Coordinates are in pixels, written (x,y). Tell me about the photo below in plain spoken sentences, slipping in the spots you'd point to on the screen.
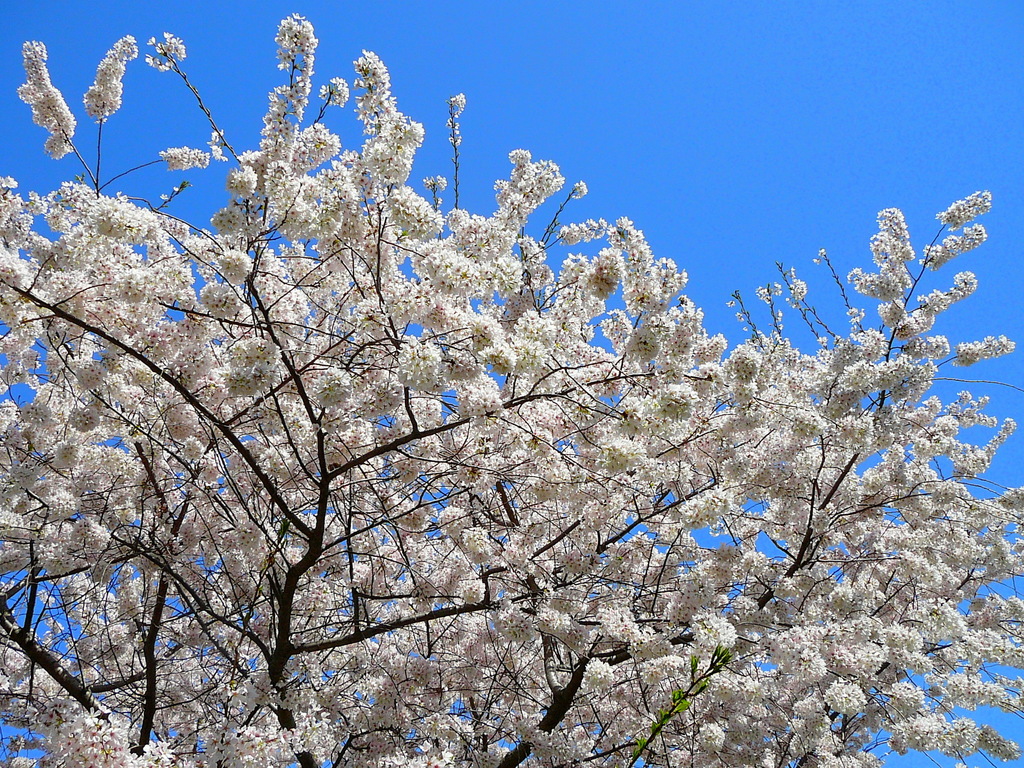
In this picture there are flower (846,370) on the tree (178,45) in the center of the image (551,496) and the flowers (396,503) are white in color.
